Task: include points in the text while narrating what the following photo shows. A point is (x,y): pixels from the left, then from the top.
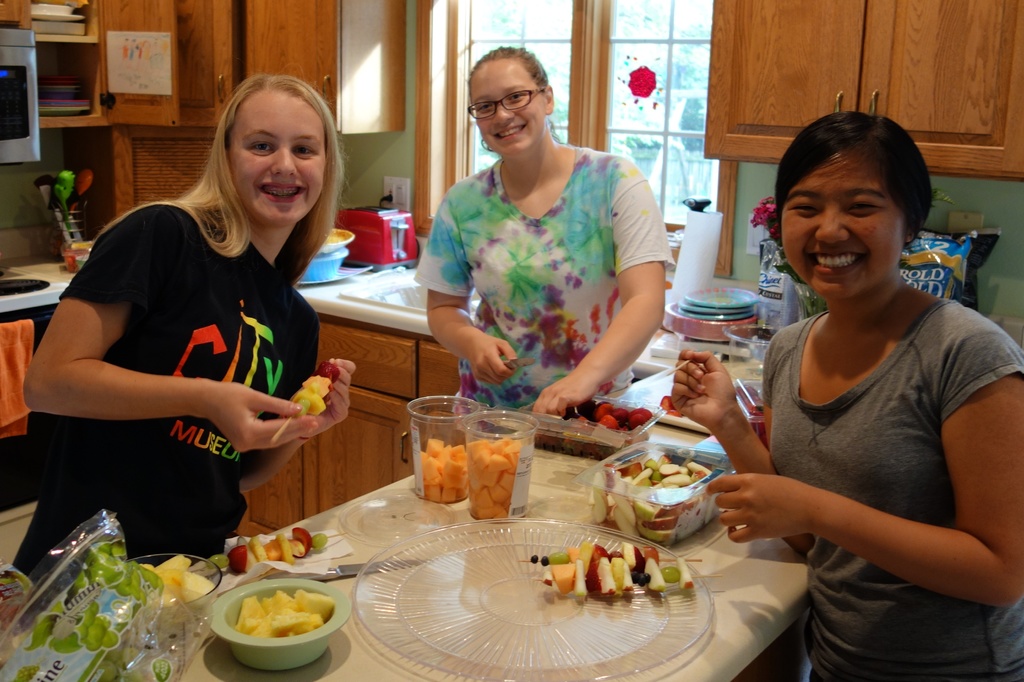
This image contains three women (949,343) standing before a table (217,592). On table (338,644) there is a cup (422,481), jar (508,500), bowl (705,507) and a plate (675,608) having some fruit (589,562) in it. Woman (287,439) at the left side (155,318) is wearing a black shirt (300,366) and holding fruits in her hand (268,428). Person (647,181) at the middle (465,263) is wearing a white shirt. There are plates (699,317) on the kitchen cabinet (336,300). There is a toaster (391,232) and at the backside of this person (451,294) there is a window (668,30).
